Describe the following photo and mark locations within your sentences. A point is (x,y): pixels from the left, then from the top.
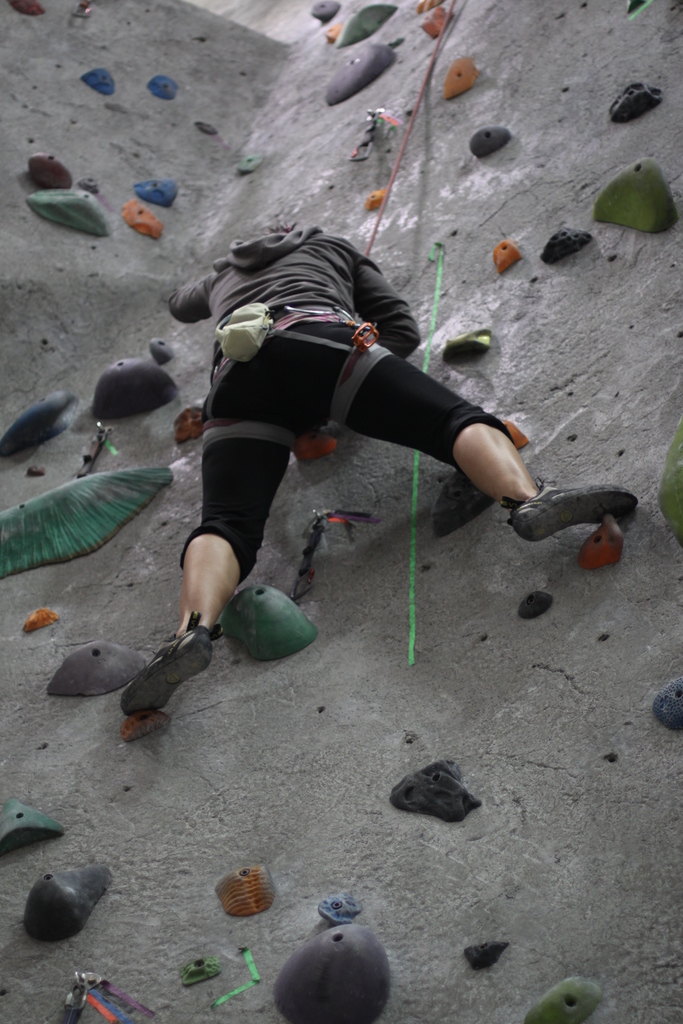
In this image we can see a person (340,296) climbing on the rock (417,309) holding a rope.
